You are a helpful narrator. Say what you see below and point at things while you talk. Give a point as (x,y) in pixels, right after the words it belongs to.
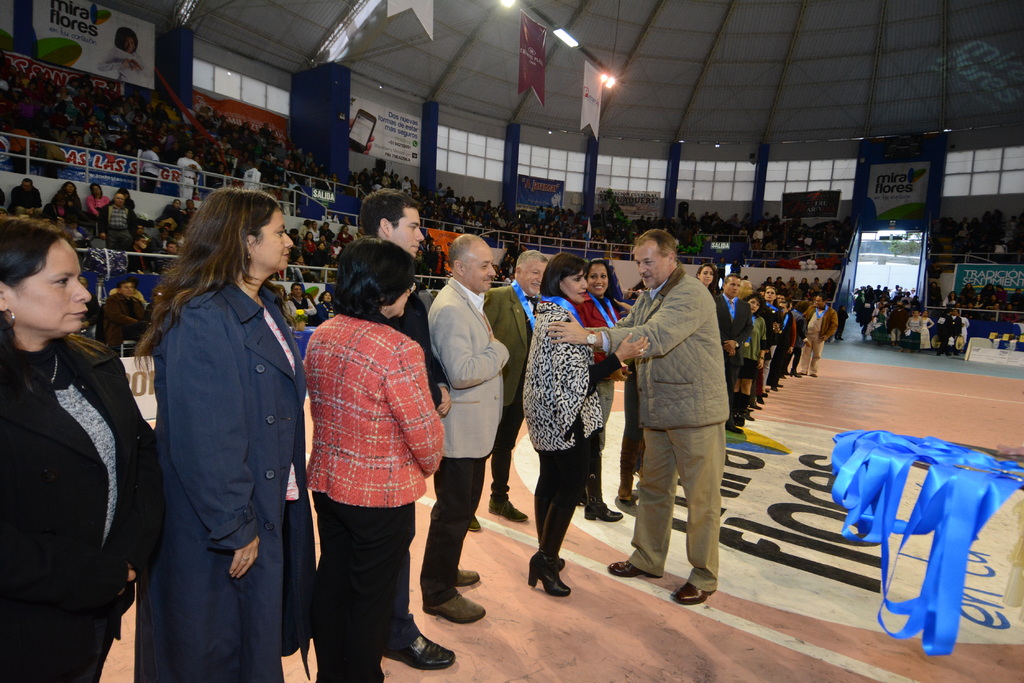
This image is taken inside a indoor stadium (860,610). There are people (340,313) standing in center of the image (524,256). In the background of the image (167,248) there are people (57,201) sitting in stands (449,198). At the top (603,127) image there is a ceiling (576,51) there are flags (540,77). To the right side of the image (920,244) there is a exit gate (906,230).
